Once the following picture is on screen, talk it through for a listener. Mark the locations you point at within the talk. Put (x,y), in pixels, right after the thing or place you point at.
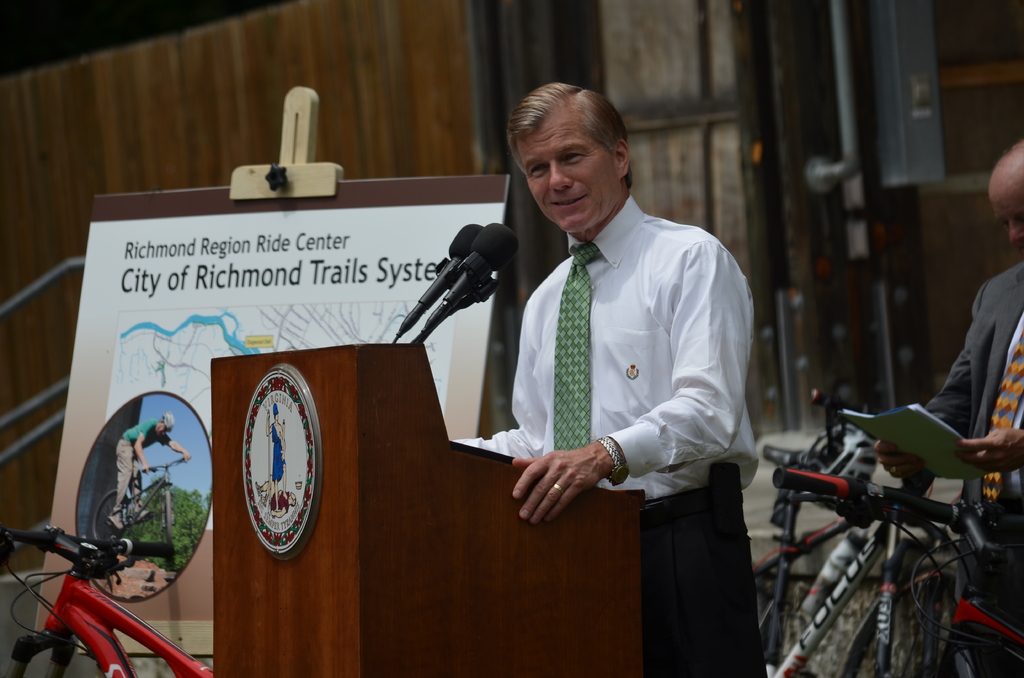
In the middle of the image (508,450), a person (683,600) is standing in front of the standing table (443,438) and talking in the mike (481,270). In the right (1021,175) a person (1007,168) is standing who is half visible and he is holding a book (957,474) in his hand (980,448). In the left (155,578) board (455,383) is there. And at the bottom (109,566) bicycles (835,492) are visible. This image is taken in an outdoor area (57,305).
